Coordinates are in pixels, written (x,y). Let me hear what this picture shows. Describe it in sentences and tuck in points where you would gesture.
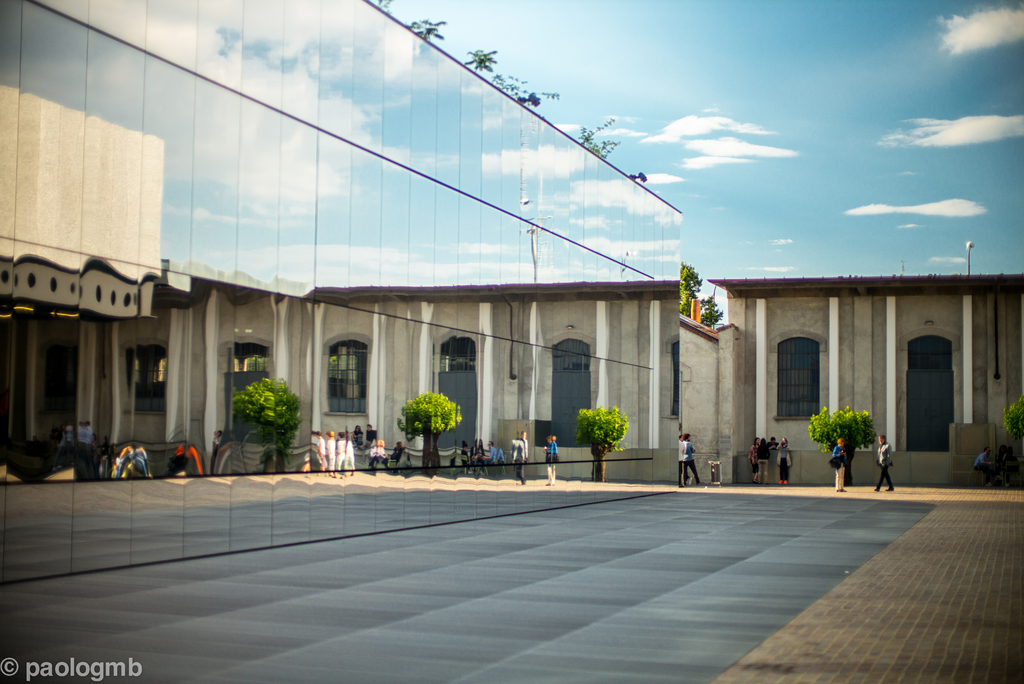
This is the picture of a building (521,507) to which there are some glass walls (663,412), windows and in front of it there are some people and some trees (298,400) and plants (282,408).
